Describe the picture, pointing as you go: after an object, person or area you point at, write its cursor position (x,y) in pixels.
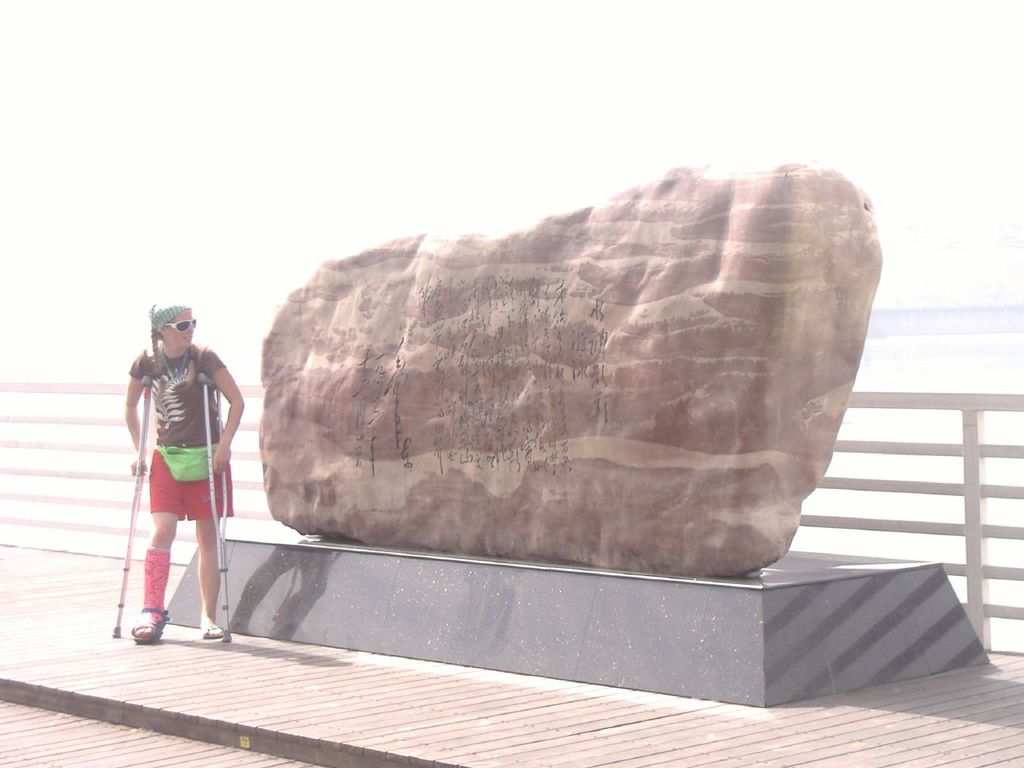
In this image on the left side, we can see a girl (214,625) standing near the rock (287,495).
